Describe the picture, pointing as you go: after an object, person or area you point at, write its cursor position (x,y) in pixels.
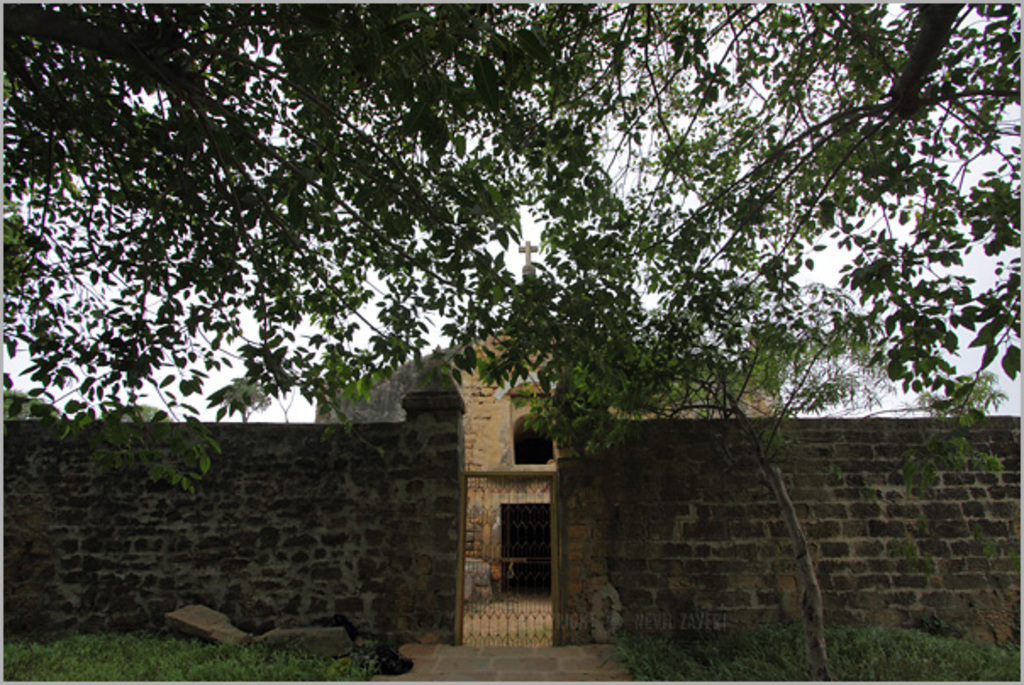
In this image, we can see the wall (288,528). We can also see the gate (520,623) and the ground (315,672). We can see some grass (165,667), rocks (198,622). We can also see a house (486,388). There are a few trees (389,149). We can also see the sky (16,377).
